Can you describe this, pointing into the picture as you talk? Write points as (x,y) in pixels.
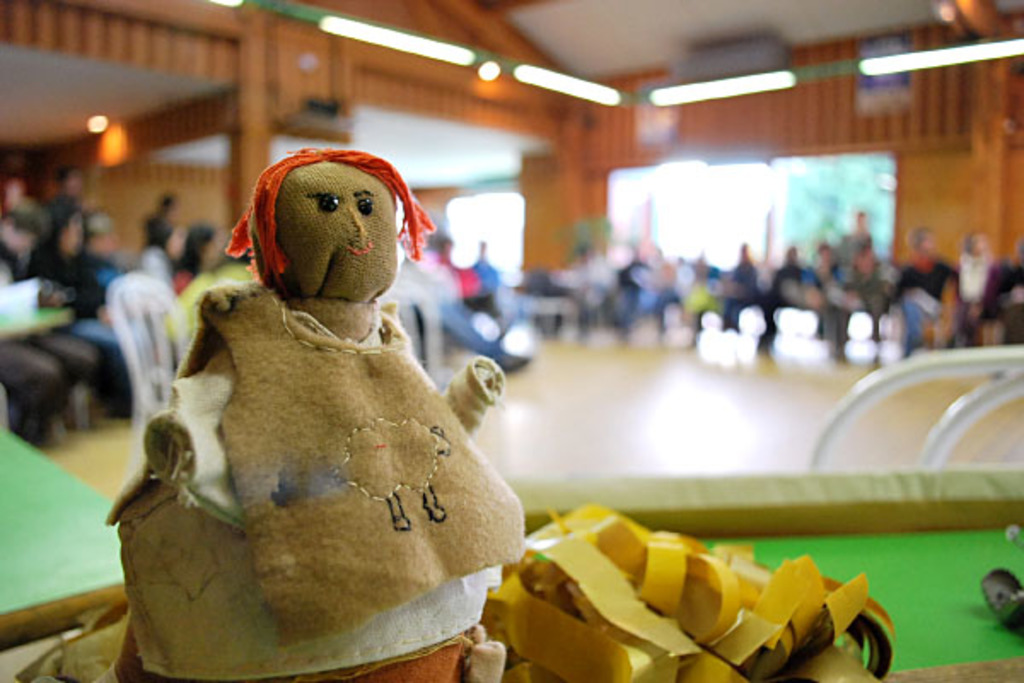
In this picture there is a toy (391,555) in the foreground (391,555). At the back (169,265) there are group of people (483,312) sitting on the chairs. At the top (1008,46) there are lights (1008,46). Behind the door (649,169) there is a tree (861,183).
